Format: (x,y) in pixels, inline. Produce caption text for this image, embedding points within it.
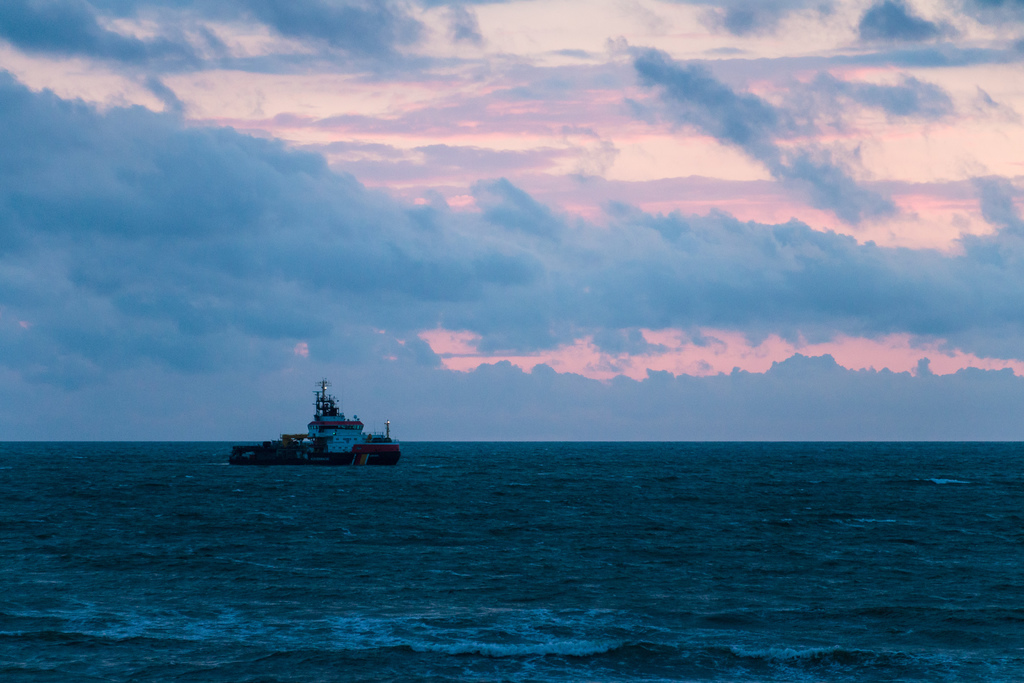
Here there is a boat (376,448) in the water (508,514), here there is sky (415,173).
